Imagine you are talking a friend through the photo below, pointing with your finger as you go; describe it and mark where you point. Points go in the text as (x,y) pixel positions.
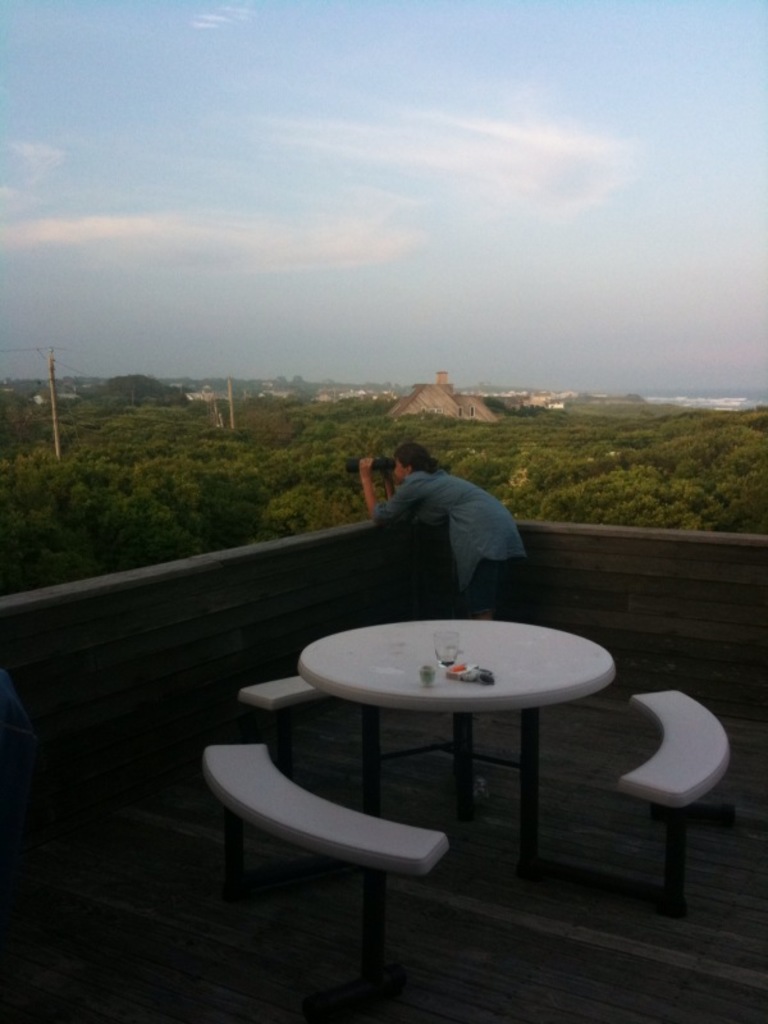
In this image there are stools (279,819) and a table (461,683). On the table (403,669) there are glasses (431,670). Behind the table (417,659) there is a woman (444,501) standing. She is holding a binoculars (356,469) in her hand (365,471). In front of her there is a wall (321,587). Behind the wall (161,597) there are trees (184,429), buildings (435,389) and poles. At the top (263,171) there is the sky (298,162).
